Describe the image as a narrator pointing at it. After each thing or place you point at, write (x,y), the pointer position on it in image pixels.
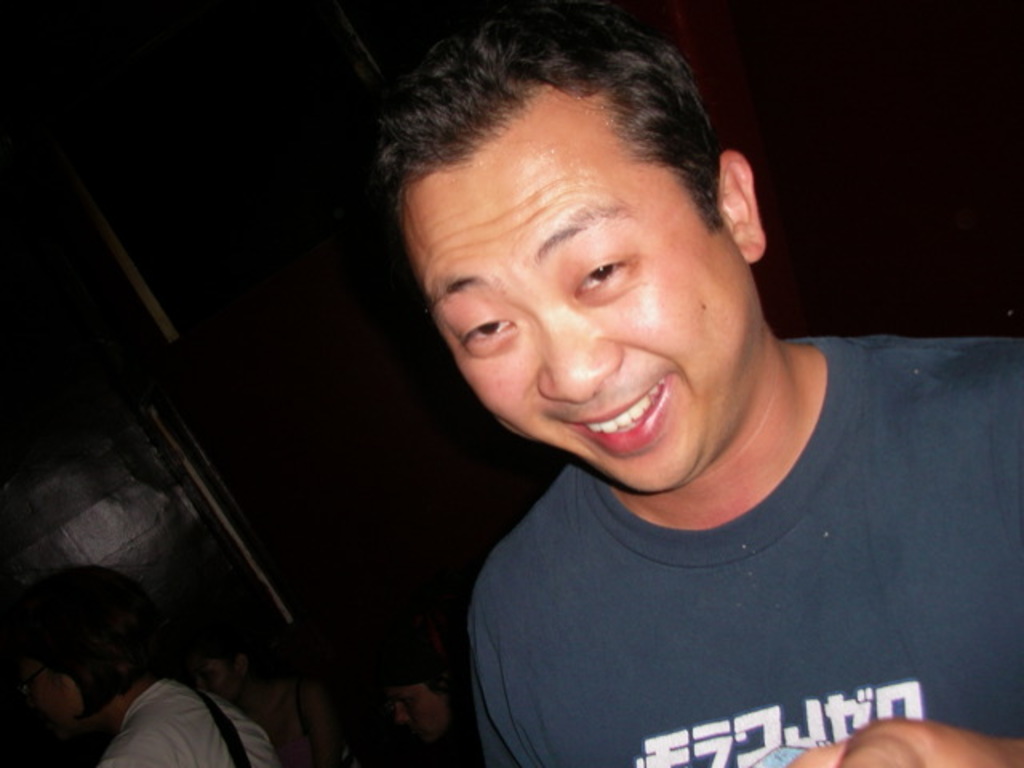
In this image I can see person (737,470) wearing navy-blue color t-shirt (763,569). Background (331,447) is in black and brown color. I can see few people (236,689).
